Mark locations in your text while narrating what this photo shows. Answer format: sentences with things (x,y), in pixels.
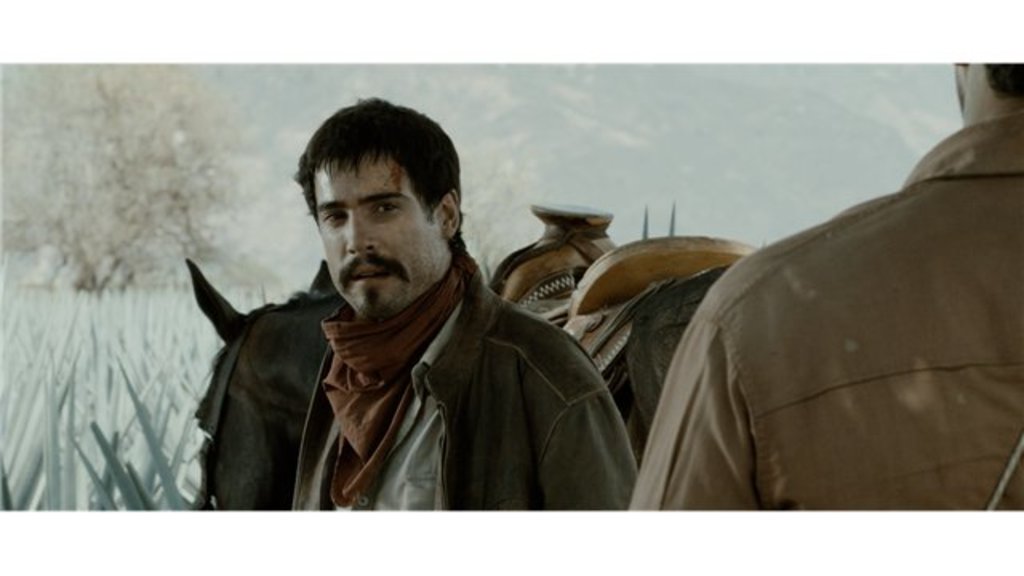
In the foreground of the image (489,502) there is a person (405,365) wearing a jacket (573,459). To the right side of the image (907,200) there is another person (758,307). In the background of the image (195,168) there are trees (102,217). There is a horse (231,327). To the left side of the image (34,405) there are plants (40,378).
